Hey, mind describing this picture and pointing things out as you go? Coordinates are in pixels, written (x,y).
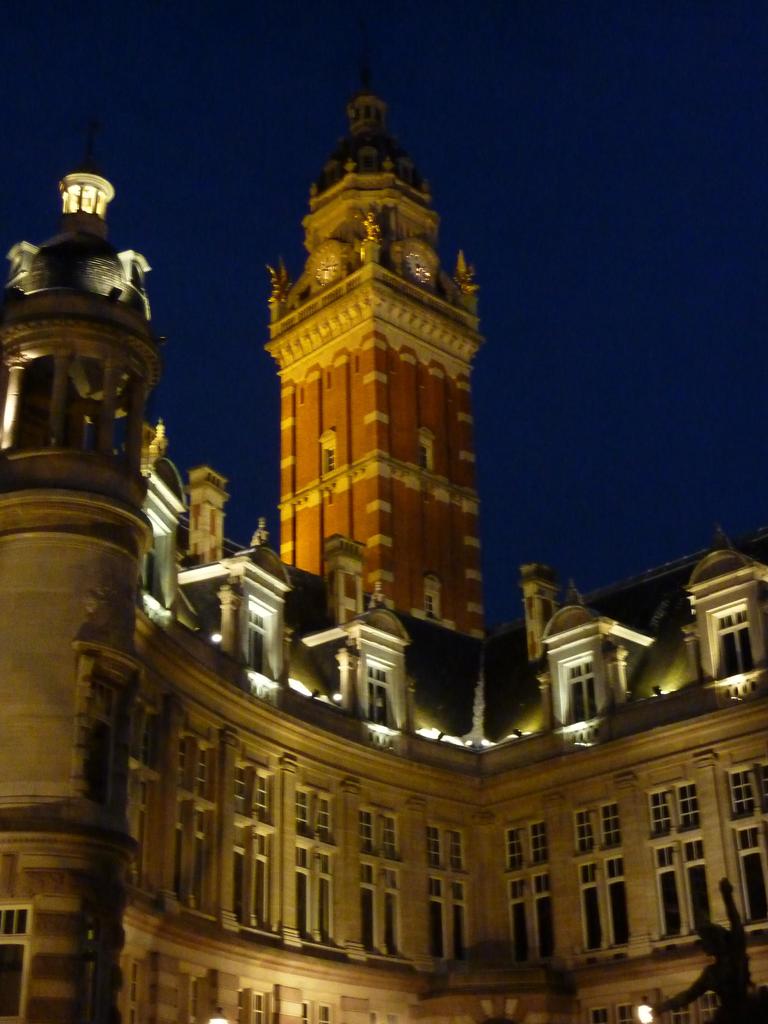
In this image in the front (716,996) there is a statue (724,994). In the center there is a building (432,748). In the background (360,371) there is a tower (365,358).
